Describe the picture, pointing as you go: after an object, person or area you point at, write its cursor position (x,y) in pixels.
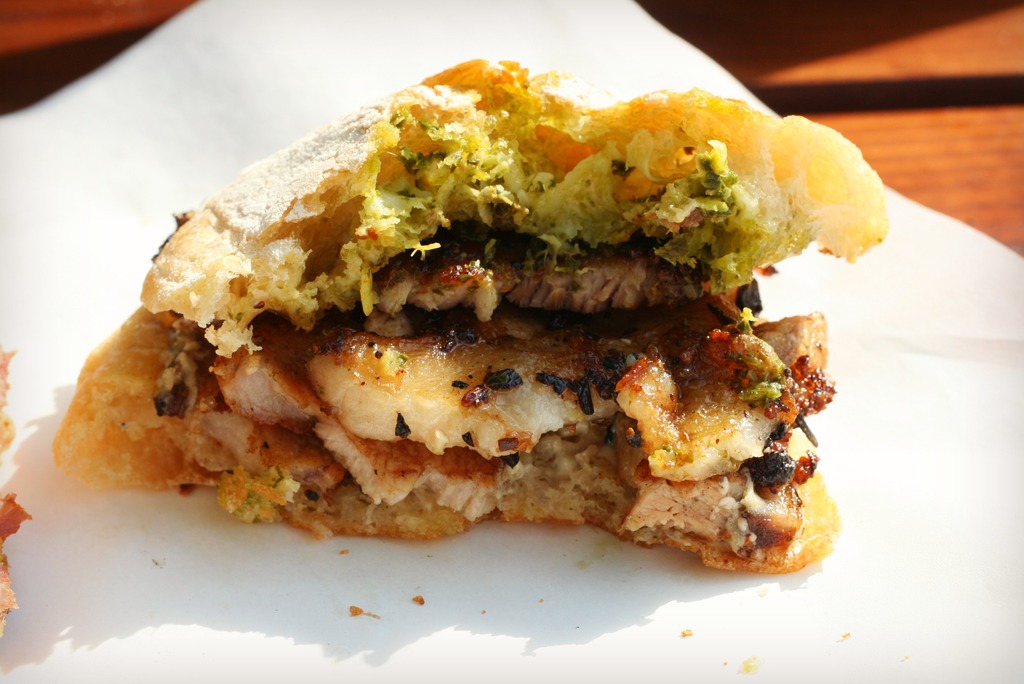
In this picture I can observe some food (495,336) in the middle of the picture (491,283). The food (369,244) is placed on the white color paper (135,142).
